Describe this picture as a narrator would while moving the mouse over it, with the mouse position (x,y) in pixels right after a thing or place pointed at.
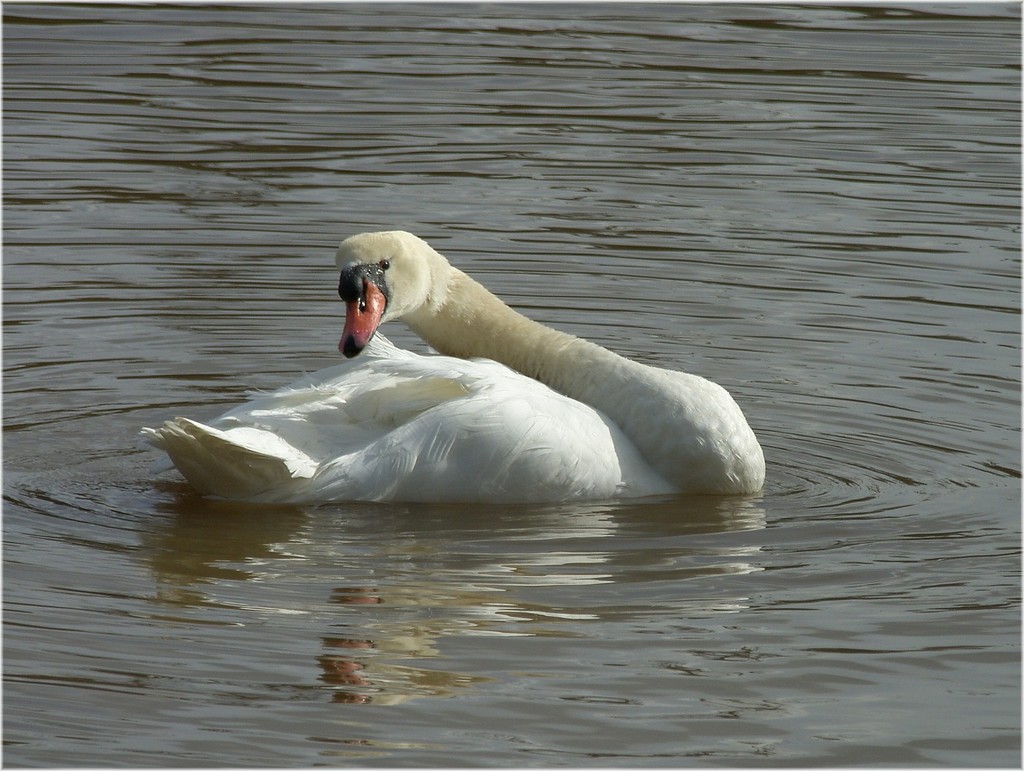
In this image we can see a swan (409,260) floating on the water (136,424) and surrounded by the water (325,141).
